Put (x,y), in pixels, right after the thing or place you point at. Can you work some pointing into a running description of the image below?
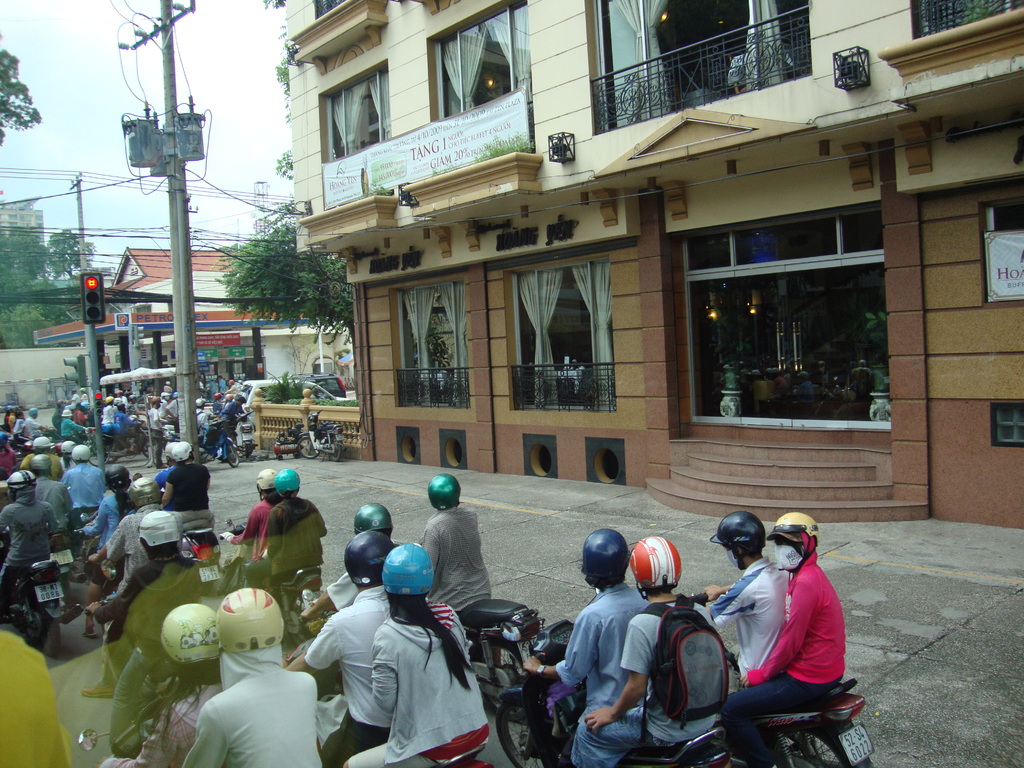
The image is taken on the road (878,637). On the left side of the image (236,613) we can see people (435,729) sitting on the bikes (282,586) and there are poles (186,251). On the right (753,408) there is a building (655,373). In the background (346,321) there are trees (57,252), wires (57,252) and sky (127,98).
